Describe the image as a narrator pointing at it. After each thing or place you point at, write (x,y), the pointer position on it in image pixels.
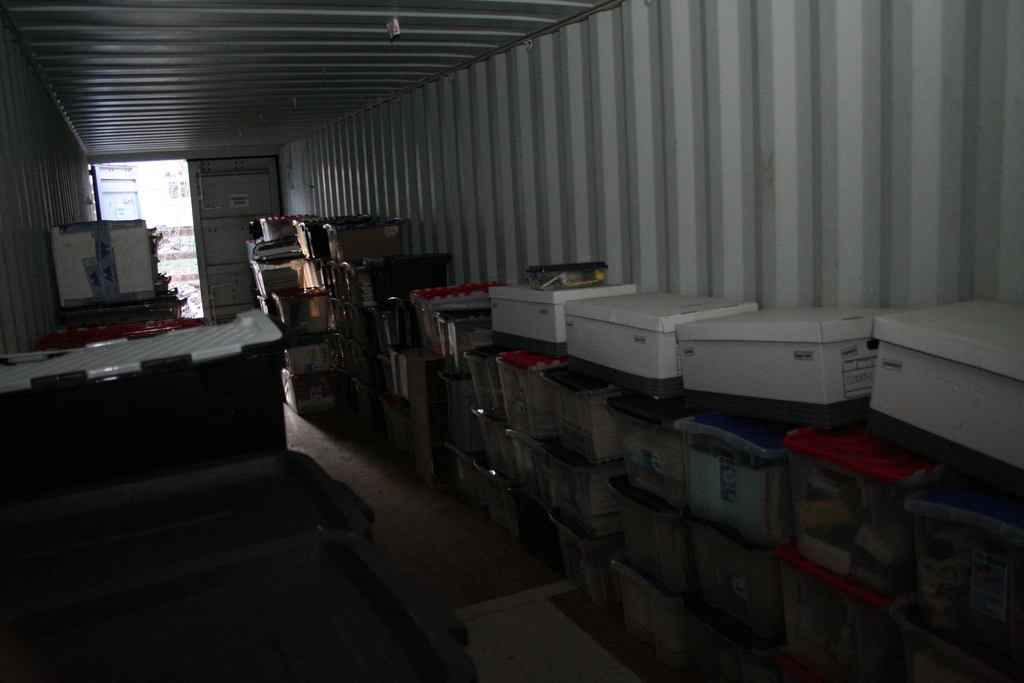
This image is taken inside the shed (522,255). In this image there are many boxes (573,432) and we can see containers (193,365). At the bottom (462,571) there is a floor (421,507). In the background (213,286) there is a door (211,258).
